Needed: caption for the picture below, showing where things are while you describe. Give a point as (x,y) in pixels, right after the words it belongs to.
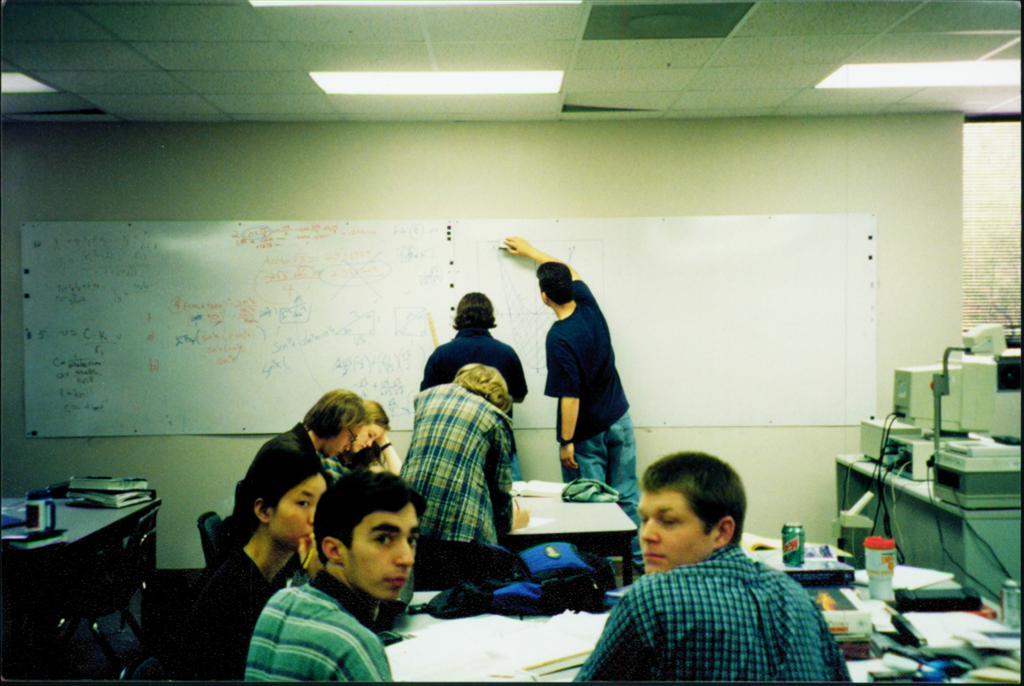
In this image at the bottom (333,488) a man (333,488) is sitting and looking at his side, he wore t-shirt (354,656). On the right side (782,591) there is another man (757,616). He wore shirt (711,610), on the left side (278,515) a beautiful girl (285,549) is sitting. In the middle (595,306) 2 persons (586,326) are writing on the board (622,295). At the top (982,76) there are lights (1002,77), on the right side (968,412) there are machines (943,425).
